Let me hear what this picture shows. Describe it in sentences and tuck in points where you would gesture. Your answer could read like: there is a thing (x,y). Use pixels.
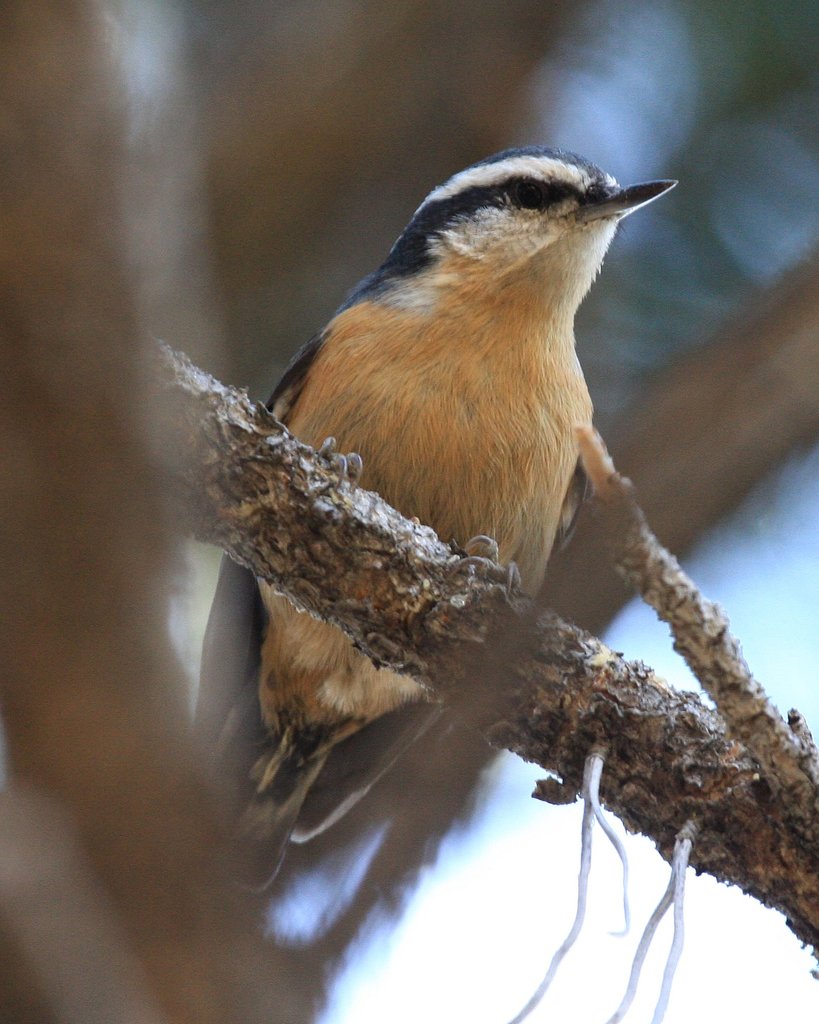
In this image we can see a bird (346,802) on the branch (632,698) of a tree (511,660). In the background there is sky (565,864).
